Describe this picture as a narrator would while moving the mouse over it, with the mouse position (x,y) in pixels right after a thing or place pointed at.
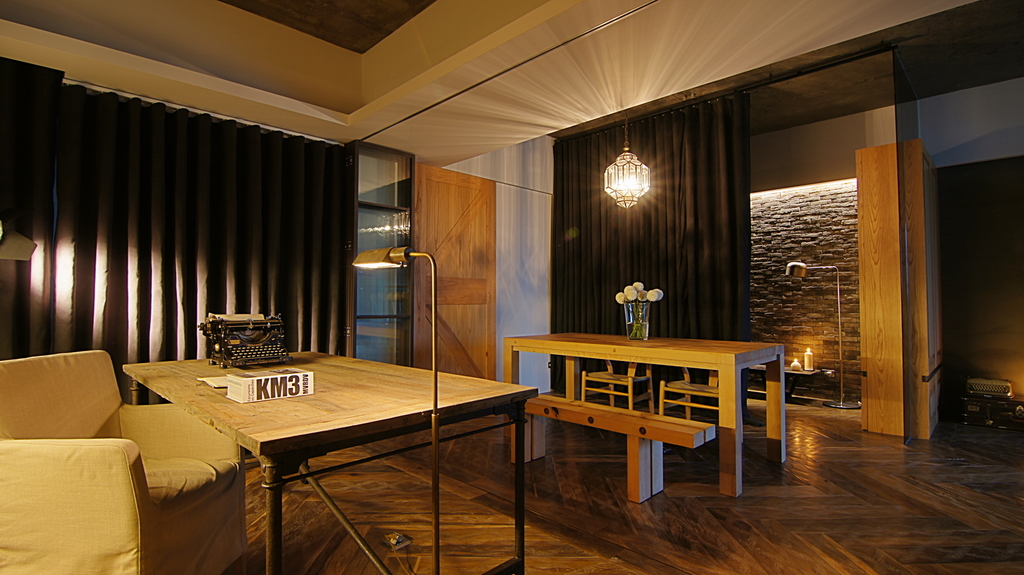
This image is taken in the room (608,338). In this image there are tables (522,478) and we can see a flower vase (639,333), typing machine (272,341) and a book (244,386) placed on the tables (719,376). There are lamps (840,313) and we can see a chandelier (622,181). In the background (236,290) there are curtains (230,306) and a wall (776,339). We can see chairs (661,389) and a bench (609,409). On the left (51,546) there is a couch (121,533).
